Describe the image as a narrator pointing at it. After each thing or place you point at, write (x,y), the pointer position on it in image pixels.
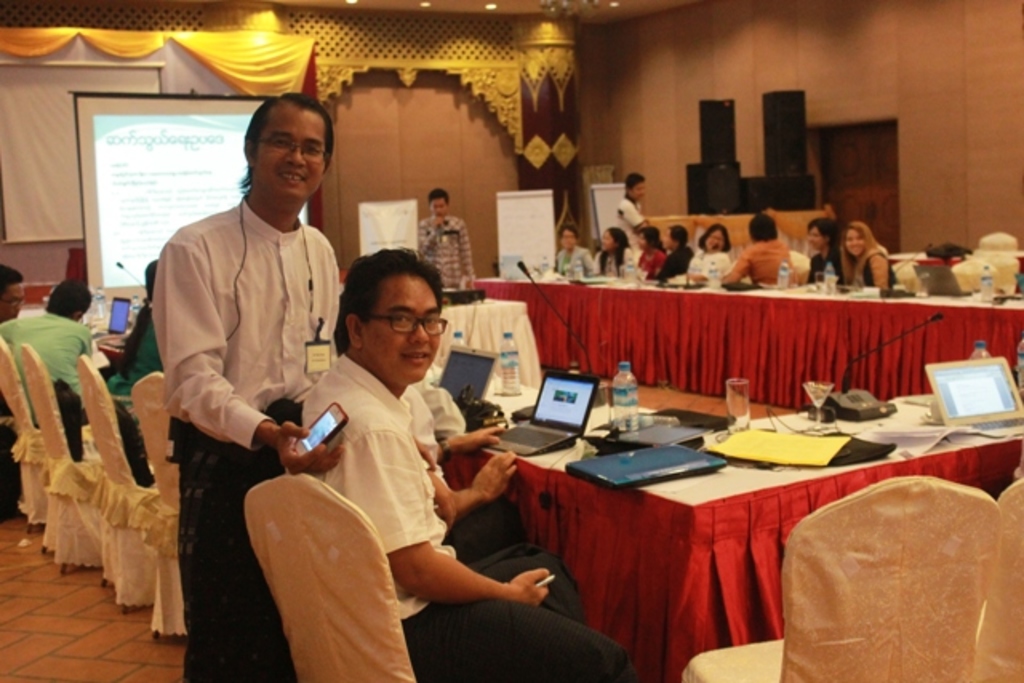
In this image in the front (268,365) there is a person (297,423) standing and holding a mobile phone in his hand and smiling. In the center (497,438) there are persons (351,460) sitting and there is a table (714,475) and on the table (862,429) there are laptops (478,382), bottles (637,404) and glasses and mics (840,416). In the background (626,209) there are persons (451,218) standing, there are boards (402,221) which are white in colour with some text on it and there are speakers (718,169) which are black in colour and there is a stage (345,60).
